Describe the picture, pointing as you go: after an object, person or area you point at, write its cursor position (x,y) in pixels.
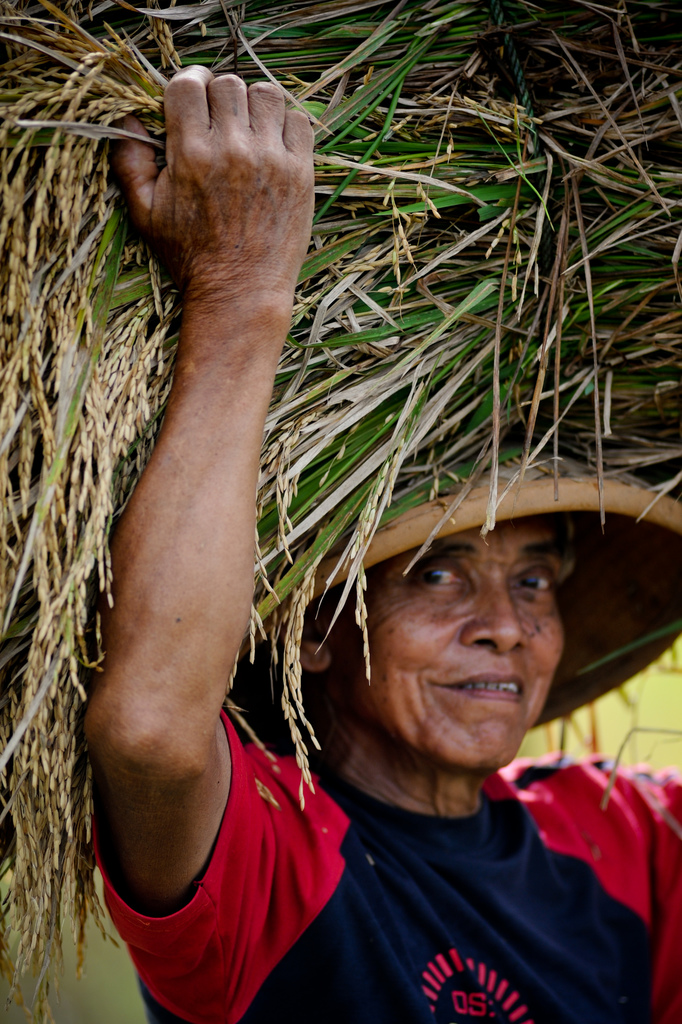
In the picture I can see a person (272,846) wearing red and black color T-shirt (427,864) is carrying grass (397,60) on their head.
